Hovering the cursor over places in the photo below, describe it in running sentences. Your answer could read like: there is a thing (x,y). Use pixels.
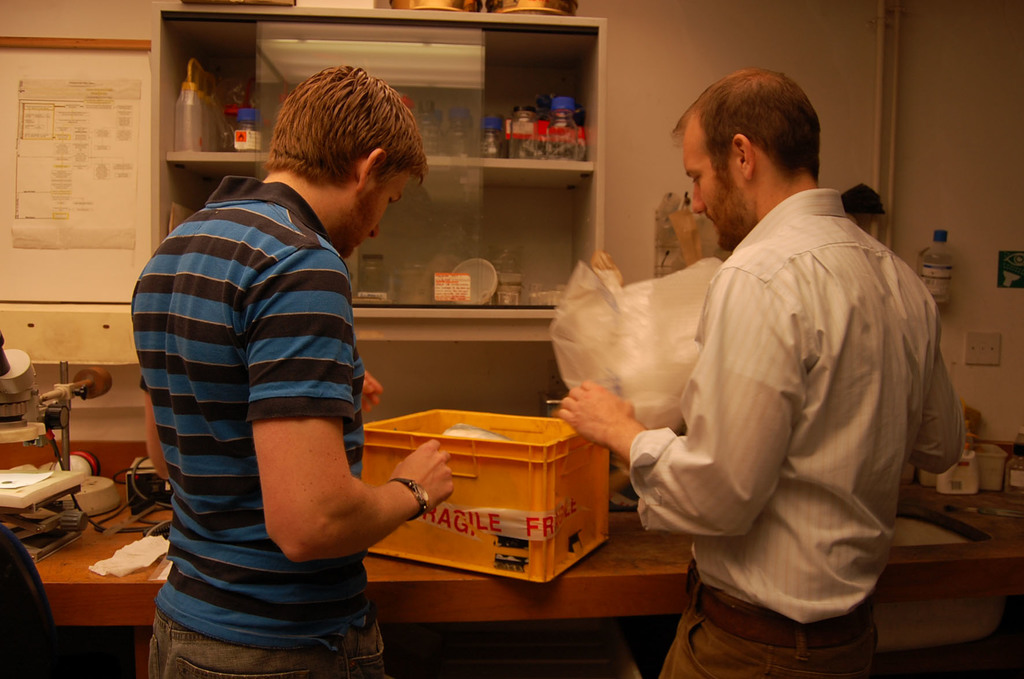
This is an inside view. Here I can see two men (760,542) standing and looking at the basket (512,488) which is placed on a table (491,600). The man (714,356) who is standing on the right side (770,500) is wearing a white color shirt (792,385), another man (263,344) is wearing a blue color t-shirt (208,339). On this table (506,600), I can see some devices (89,508) as well. In the background (536,220) there is a rack (507,184) in which few bottles (553,150) and bowls (480,291) are arranged. On the left side (72,160), I can see a white color sheet (74,129) is attached to the wall (66,20). On this rack (438,13) I can see two bowls (450,8).
